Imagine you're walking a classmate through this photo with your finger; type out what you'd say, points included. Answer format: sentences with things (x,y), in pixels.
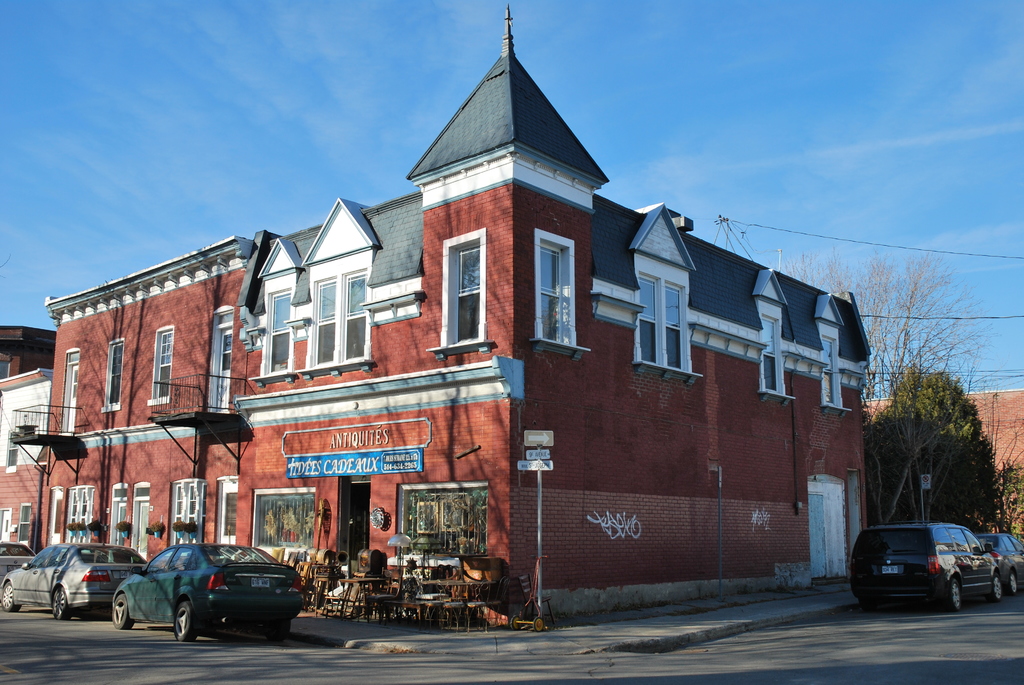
In this image I can see a building (464,445) which is red, white and grey in color. I can see the road (437,655) and few cars (214,594) on the road (995,633). I can see few wooden furnitures (427,588) on the sidewalk (504,631). In the background (946,477) I can see few trees (923,419), few other buildings (1012,423) and the sky (253,160).
